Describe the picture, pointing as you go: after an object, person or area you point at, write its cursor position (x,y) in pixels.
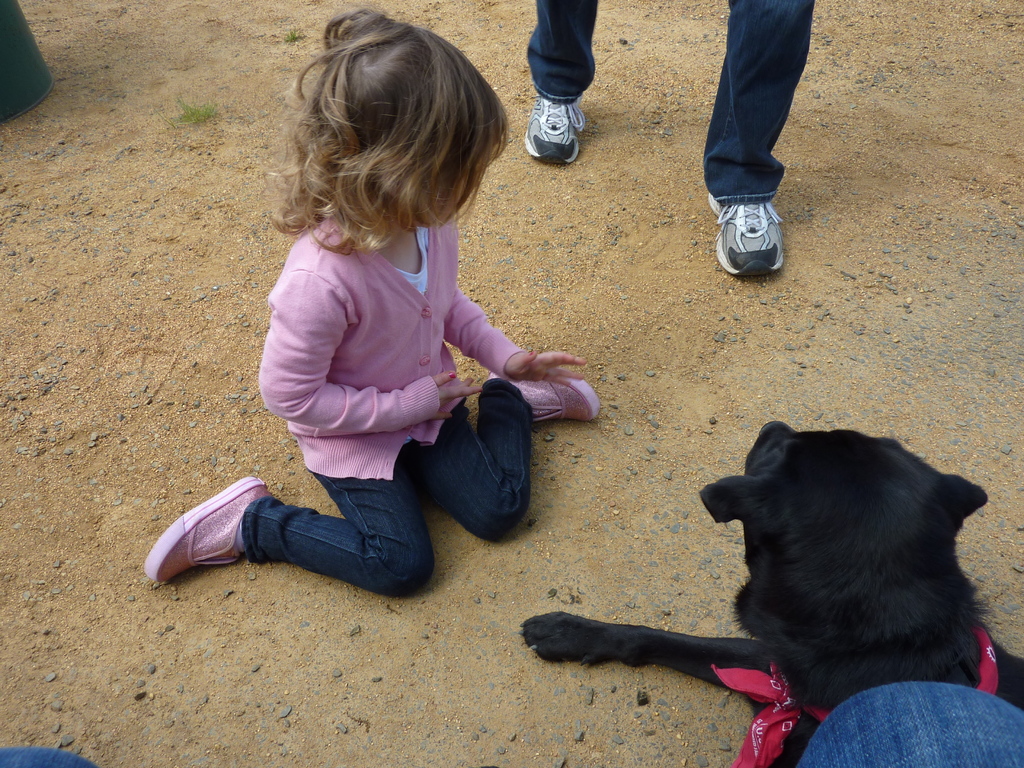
In the middle (355,349) there is a girl (421,370) she wear trouser (335,538) and shoes (221,546) her hair (389,185) is short. On the right (864,596) there is a dog (850,598). In the middle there is a person (733,83).
